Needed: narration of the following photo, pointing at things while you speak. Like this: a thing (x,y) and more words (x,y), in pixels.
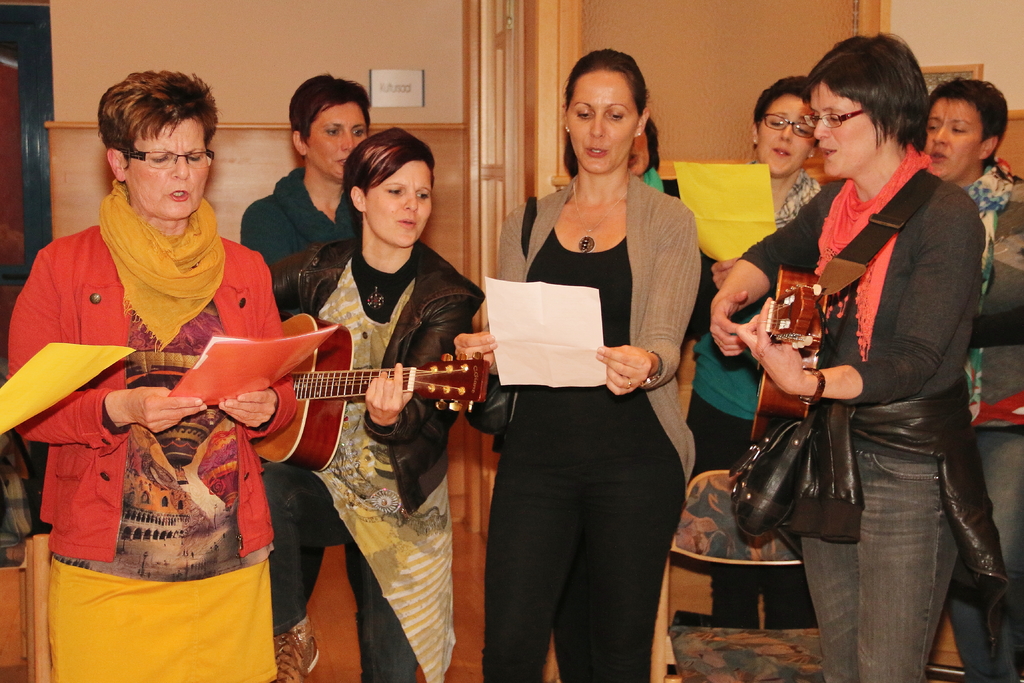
In this picture there is a group of members (650,388) standing, two of them were playing guitars (345,379) in their hands (396,379). Some of them were singing and some of them were watching here. All of them were women (635,131) in this group (615,246). In the background (223,41) there is a wall (312,26).
